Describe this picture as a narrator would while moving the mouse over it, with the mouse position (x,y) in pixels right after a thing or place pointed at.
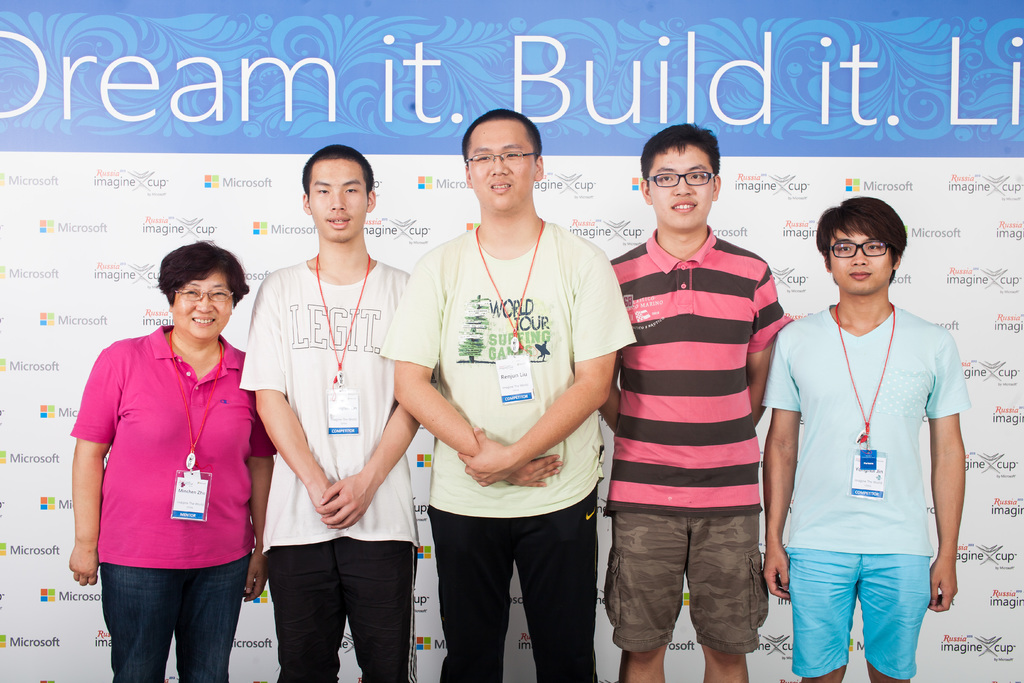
In the center of the image (681,228) there are people (628,627) standing wearing Id cards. In the background of the image (215,180) there is a banner (239,133) with some text (161,97) on it.
